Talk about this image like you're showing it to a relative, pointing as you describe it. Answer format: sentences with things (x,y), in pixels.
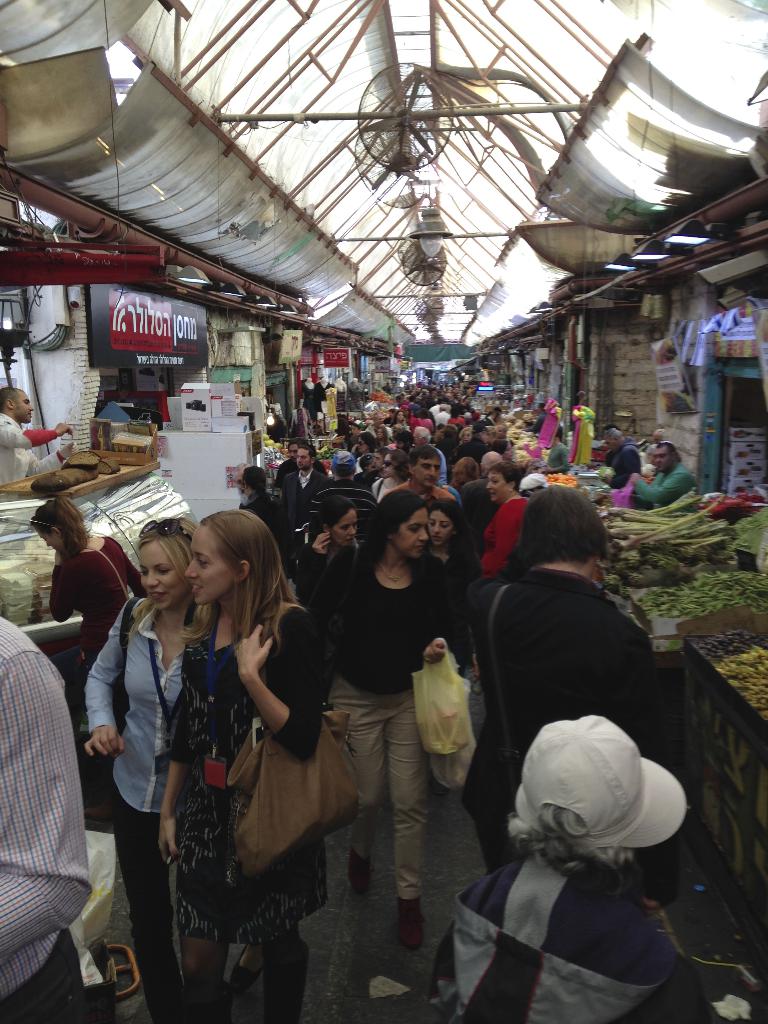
In this picture I can see group of people (347,632) standing, there are lights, fans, stalls (356,360), boards (114,360), there is a display refrigerator (158,510) and there are some other objects (623,565).
